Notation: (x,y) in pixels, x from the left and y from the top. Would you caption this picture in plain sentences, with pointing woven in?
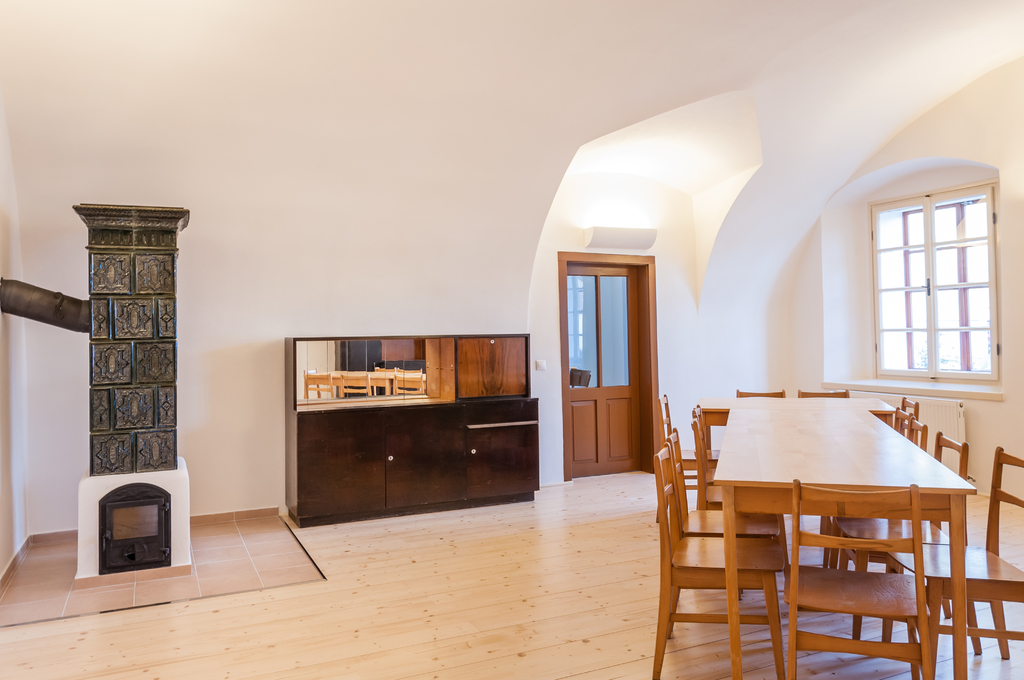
This image is inside the room (794,477). We can see a dining table (728,562), cupboard (493,440), glass window (914,292) and a door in the room (928,301).
